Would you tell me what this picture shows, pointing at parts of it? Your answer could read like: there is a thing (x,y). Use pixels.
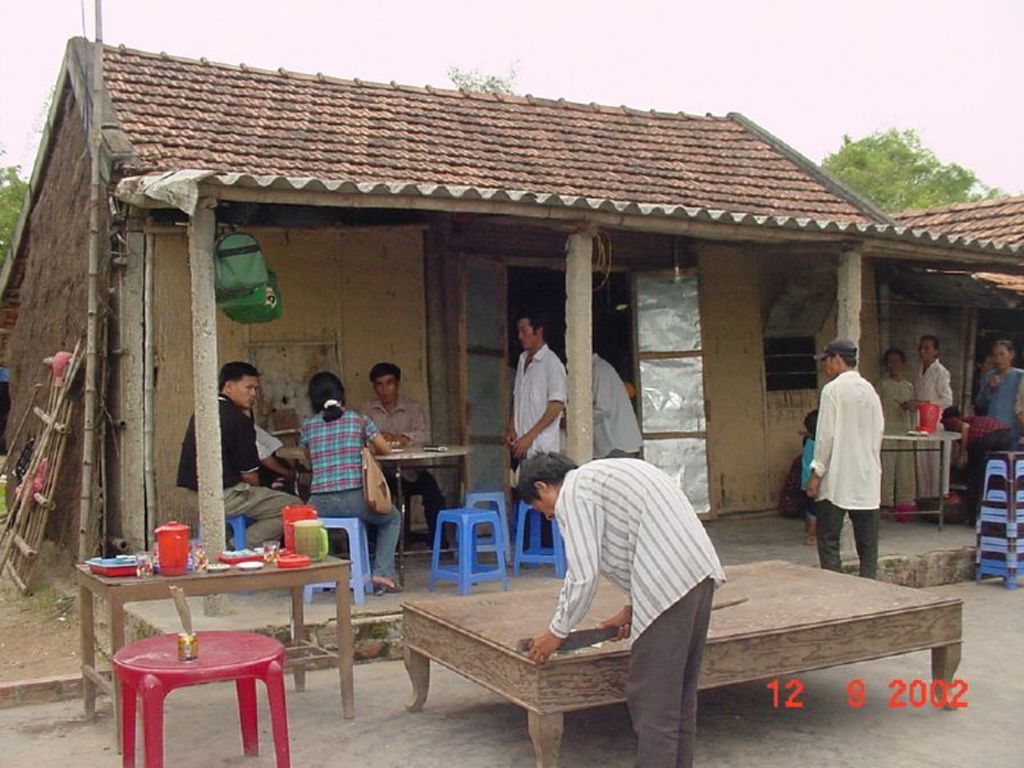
Here a man (659,675) is preparing a cot (579,660) he is wearing a shirt (603,564), trouser (668,686). If you observe left side of an image (282,566) there is a table (266,578) and food items (253,557) water jug (312,546). A few people (379,436) are sitting and talking. if you observe right side of an image (998,505) there are stools (998,536) at here and here is a tree (855,170).
